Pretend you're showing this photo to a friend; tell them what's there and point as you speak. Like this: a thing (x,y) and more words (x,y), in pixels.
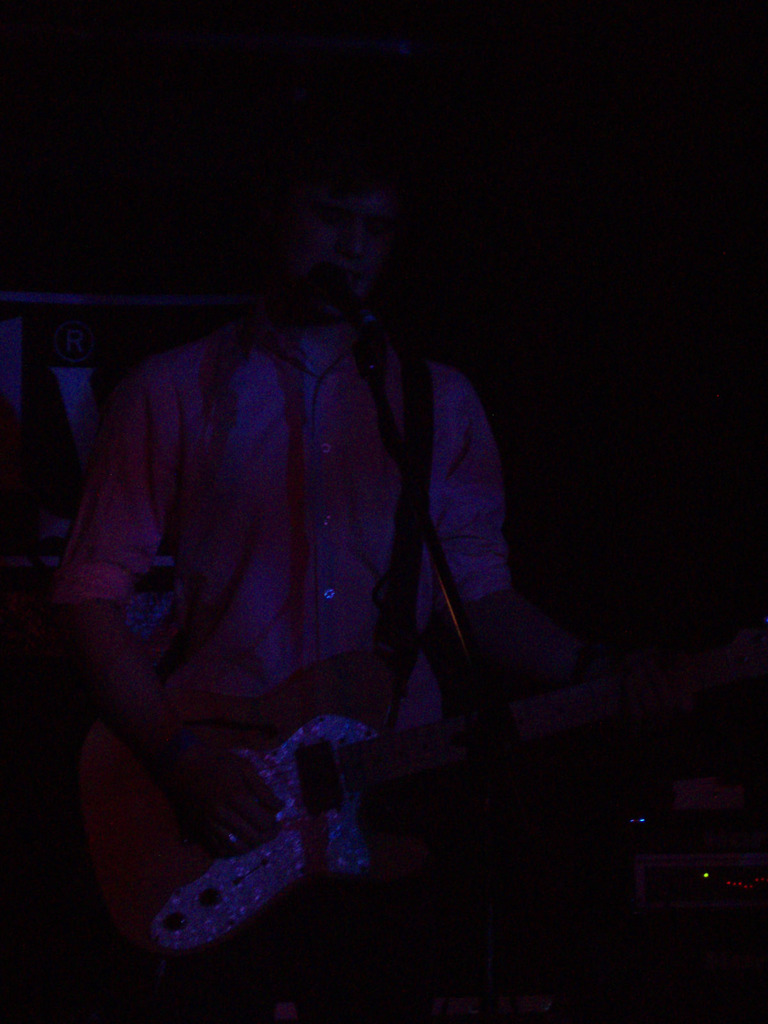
In this image, we can see a man (390,483) playing a guitar (349,697) in front of a microphone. In the background (411,305), we can see a black color.
